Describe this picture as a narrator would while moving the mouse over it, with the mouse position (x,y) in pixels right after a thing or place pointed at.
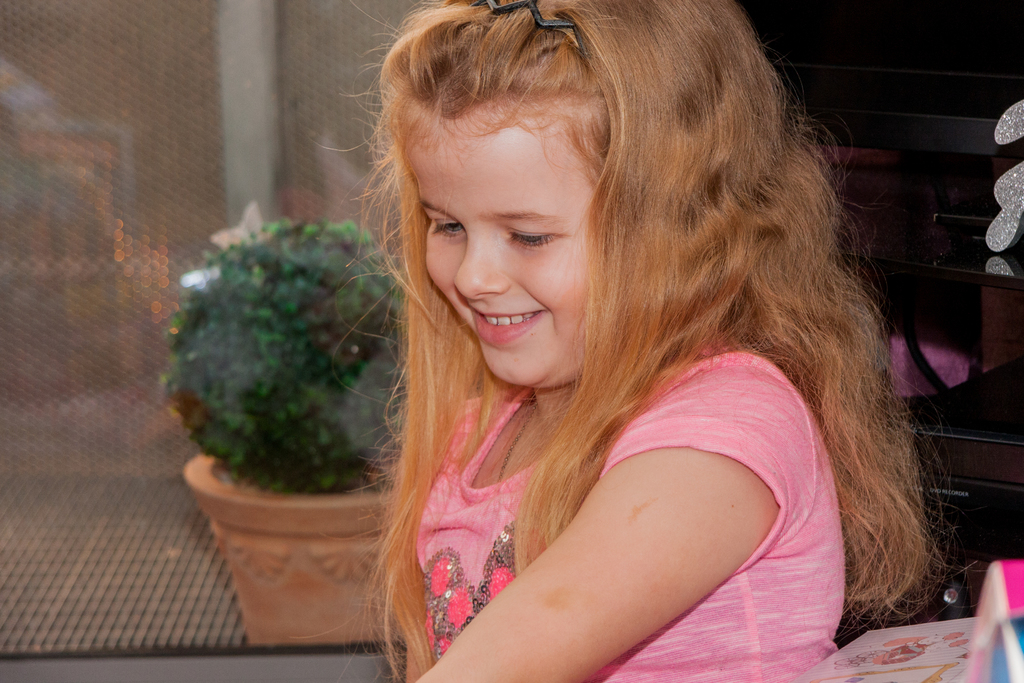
In this picture I can see a girl (917,487) smiling, there is a flower pot (275,589) with a plant (325,423), and there are some objects (955,538).
